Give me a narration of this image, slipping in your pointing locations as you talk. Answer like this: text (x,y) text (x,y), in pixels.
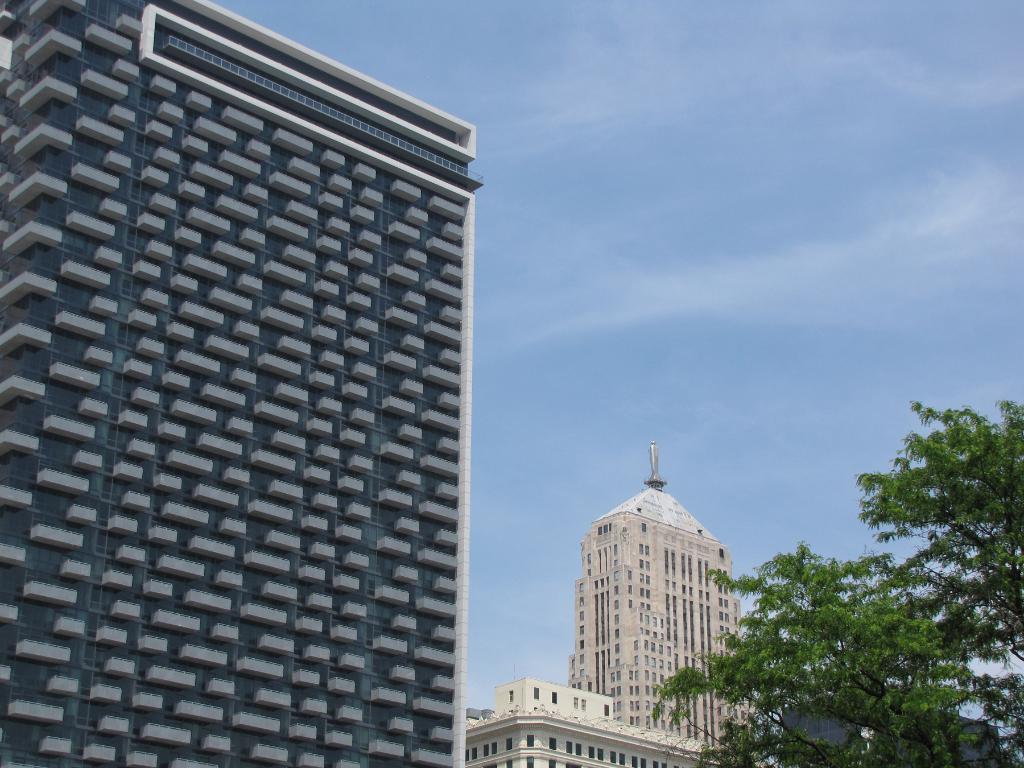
In this picture there are buildings (679,642). On the right side of the image (748,719) there is a tree (831,598). At the top (726,163) there is sky (736,195) and there are clouds (814,255).
